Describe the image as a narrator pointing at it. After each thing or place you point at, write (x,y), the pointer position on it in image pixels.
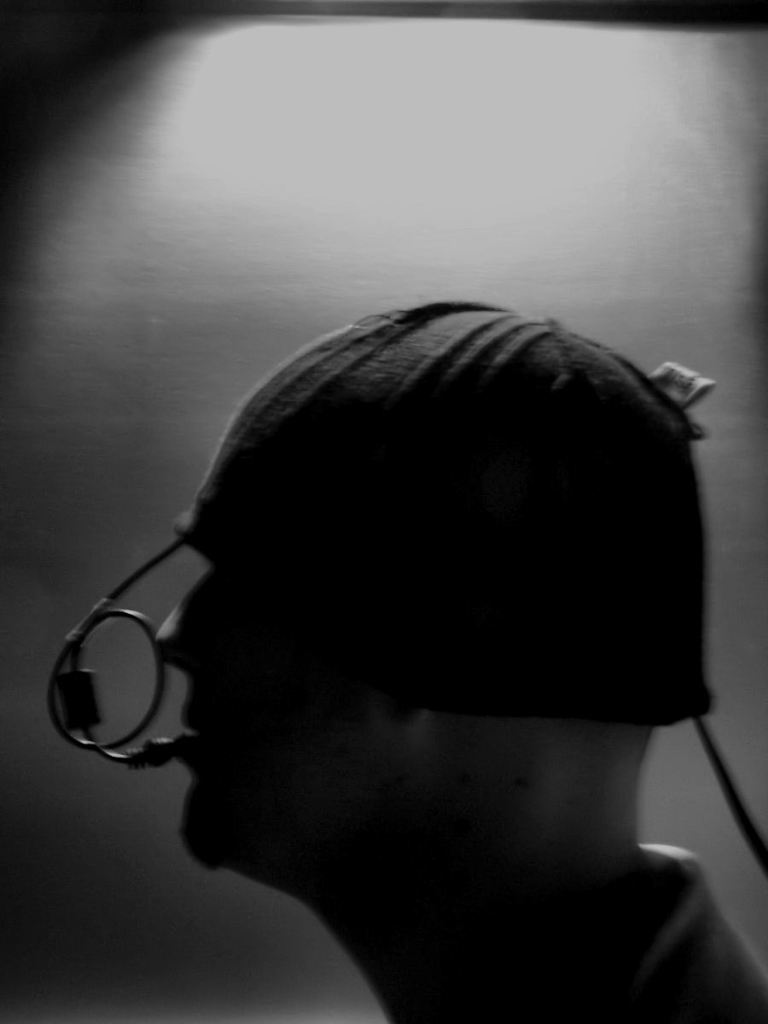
In this image I can see the black and white picture of a person (425,680) wearing a black colored hat (485,487) and I can see black colored wire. In the background (149,365) I can see the white colored surface (249,181).
